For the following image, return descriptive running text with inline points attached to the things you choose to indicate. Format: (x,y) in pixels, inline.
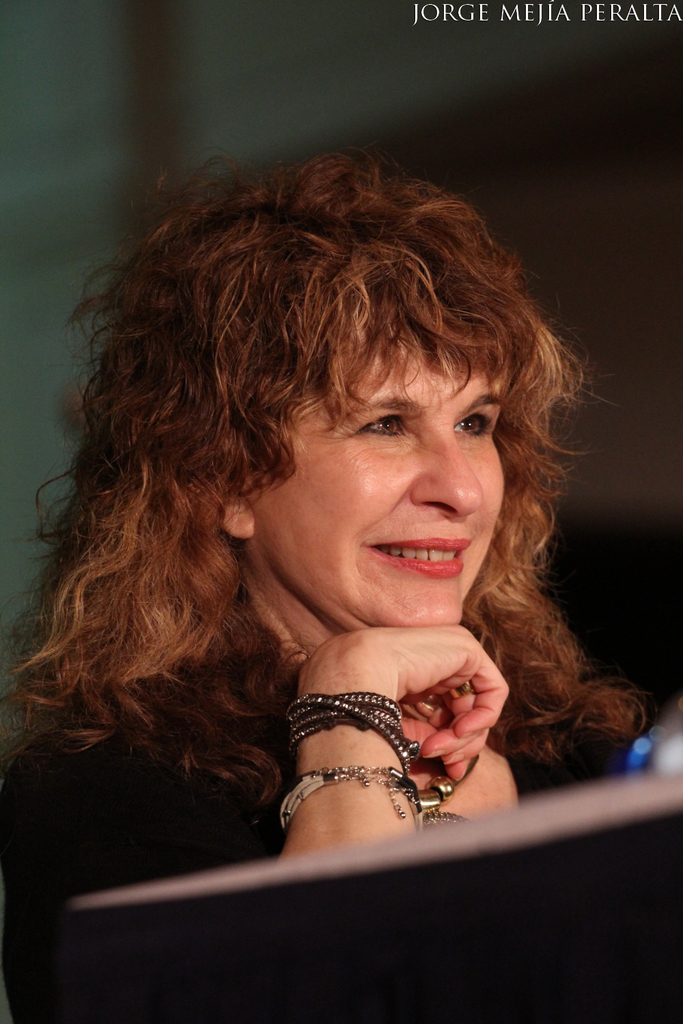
In this image we can see a woman (351,771) wearing dress (94,868). In the foreground (395,952) we can see a table (547,926). In the background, we can see some text (552,13).
